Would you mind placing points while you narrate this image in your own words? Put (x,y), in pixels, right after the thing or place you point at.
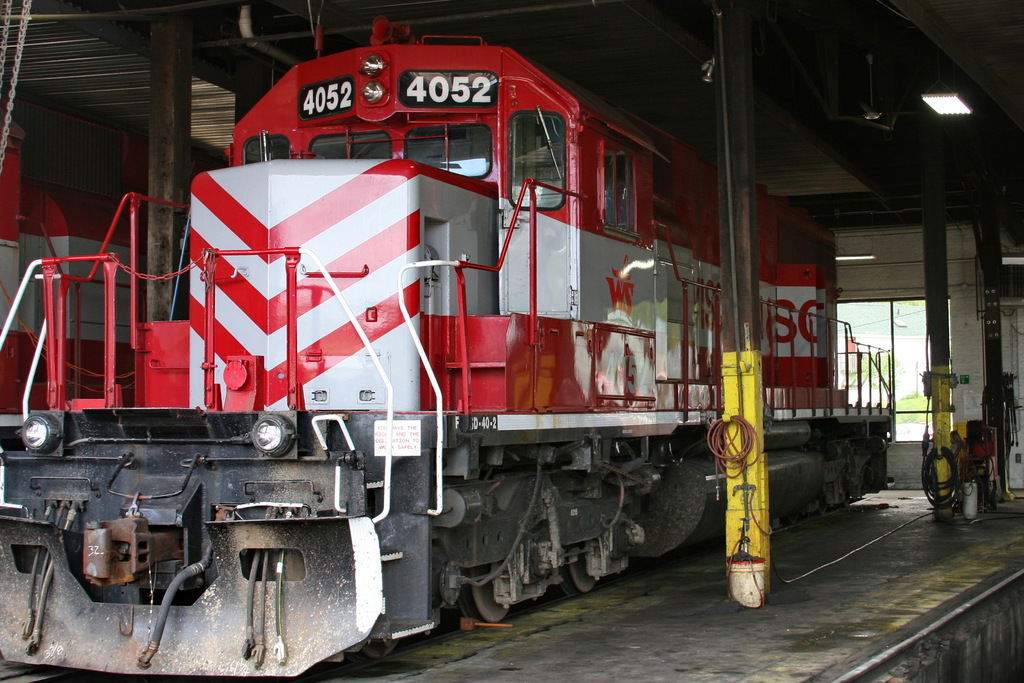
In this image we can see a train engine (376,346) on the track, there we can see few pillars (937,319), wires (950,506), we can also see another train engine (74,243).
